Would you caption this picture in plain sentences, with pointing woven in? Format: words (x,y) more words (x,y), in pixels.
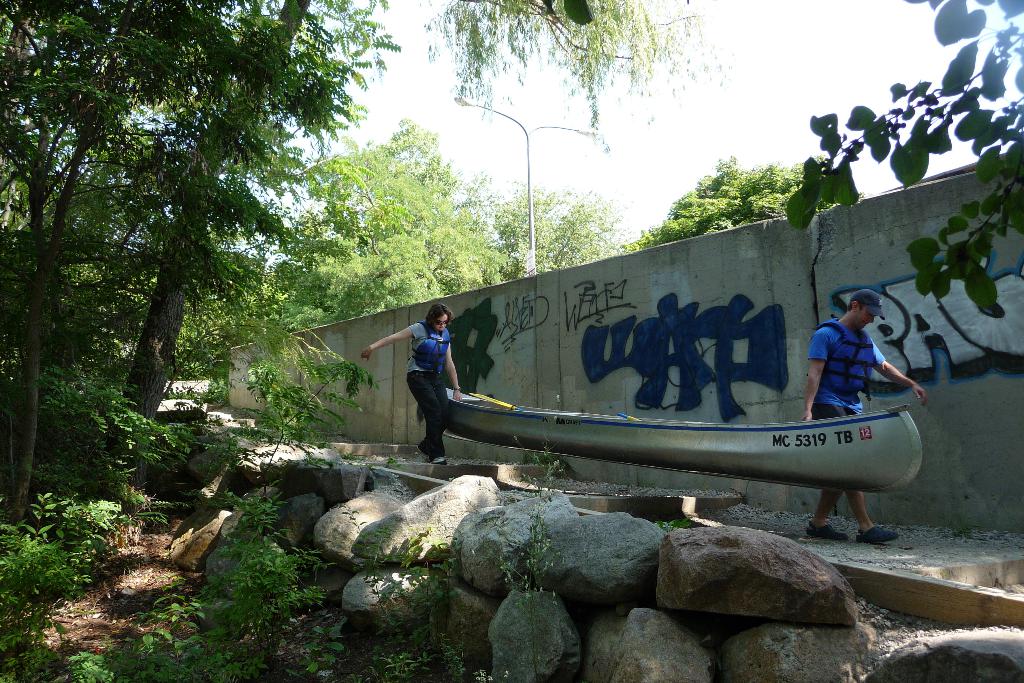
In this image we can see two persons (842,397) holding a boat (713,424) and wearing life jackets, there are some rocks (403,528), plants (204,640), trees (380,234), and street light pole (526,161), also we can see the sky (670,128).
